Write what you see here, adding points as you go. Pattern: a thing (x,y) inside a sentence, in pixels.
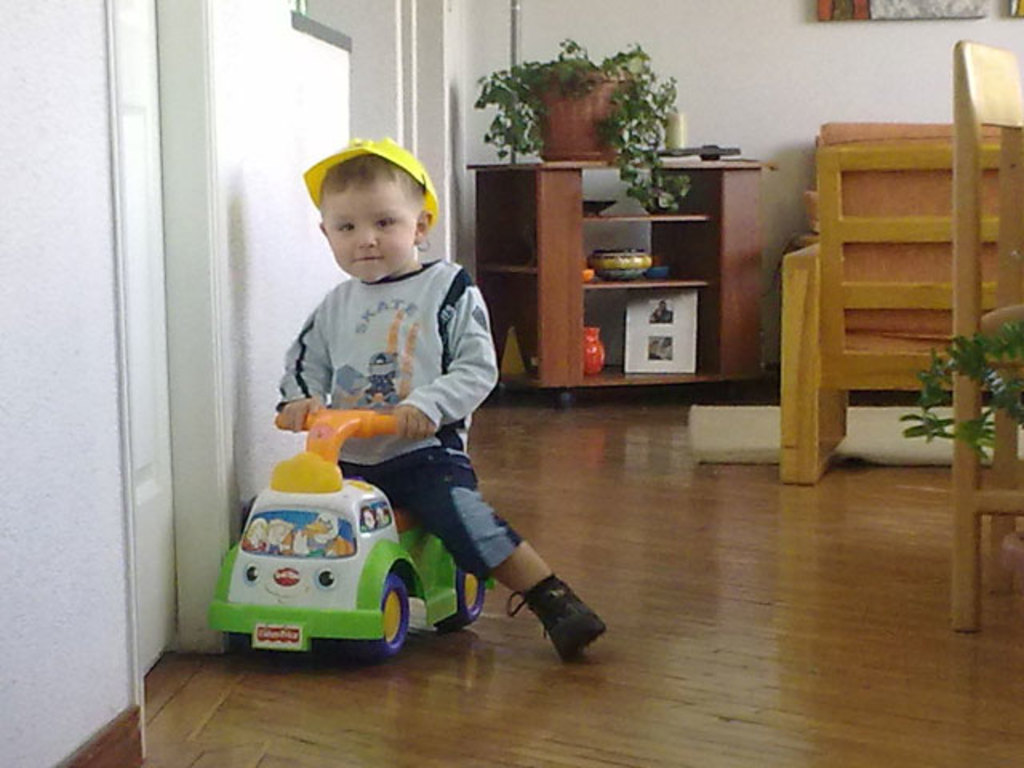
In this image there is a boy (413,433) sitting on the toy (344,409). Behind him there is a table (560,219) and on top of it there is a plant (664,180) and few other objects (593,337). At the left side of the image (136,315) there is a door (149,335). At the right side of the image (1002,442) there are chairs (894,307). At the back side (332,78) there is a wall (806,88).
